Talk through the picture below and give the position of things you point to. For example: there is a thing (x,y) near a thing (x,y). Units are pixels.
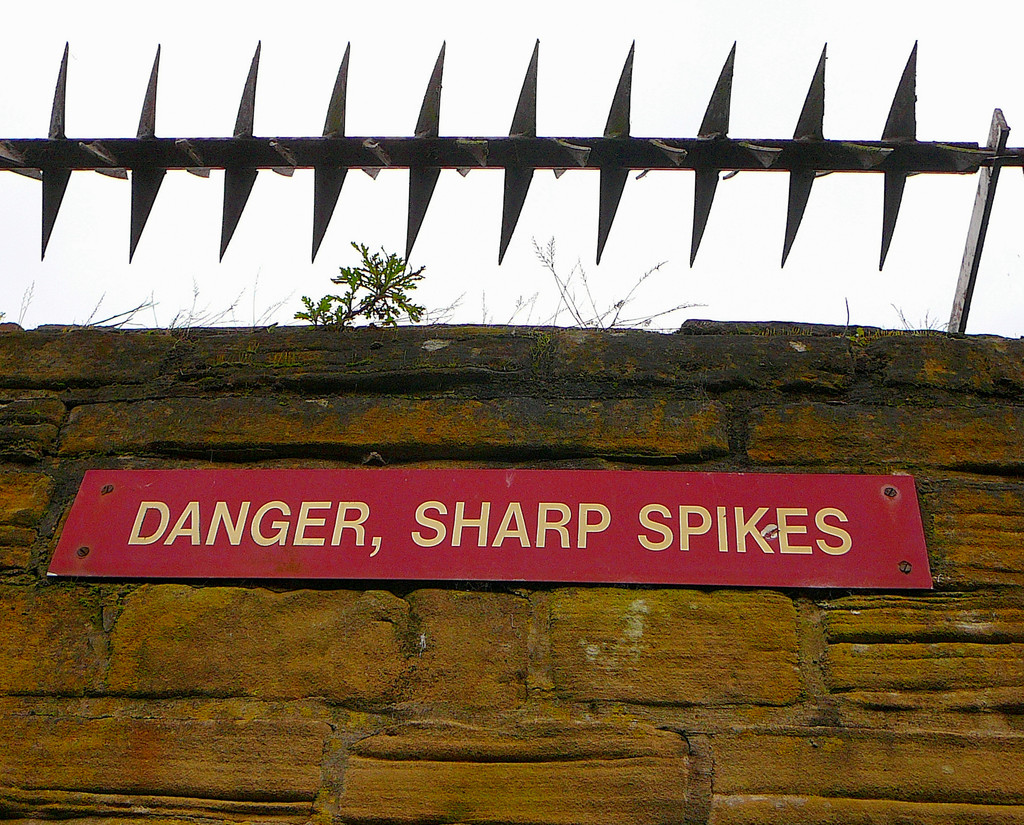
In the image we can see picket fence (249,170), stone wall (347,624), board (362,562) and on the board (502,548) there is a text (643,527), plant (366,276) and white sky (460,270).
